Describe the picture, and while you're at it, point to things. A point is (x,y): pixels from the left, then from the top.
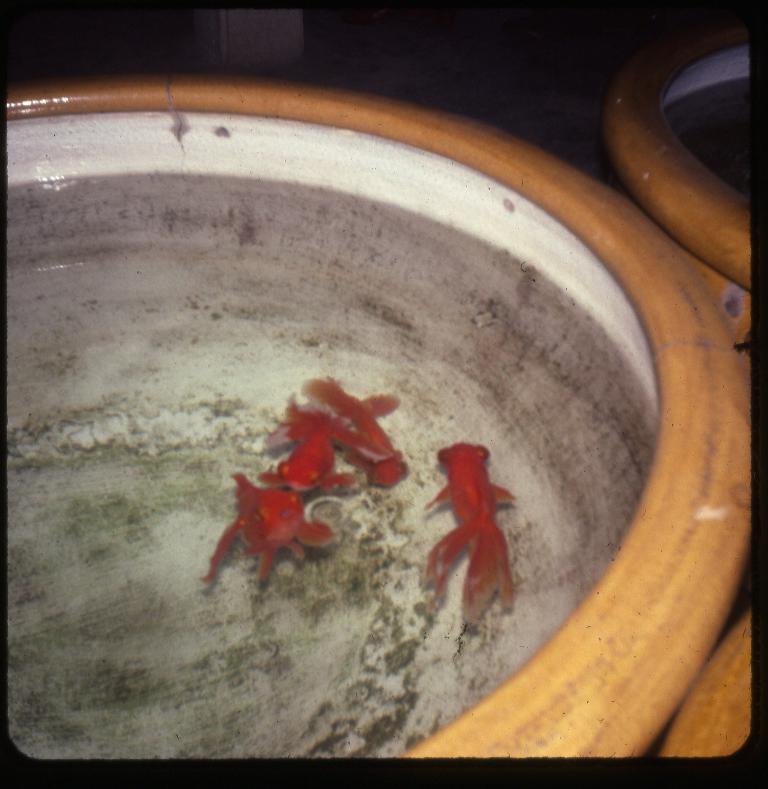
In this image we can see fishes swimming in the ceramic pot (402,485).
